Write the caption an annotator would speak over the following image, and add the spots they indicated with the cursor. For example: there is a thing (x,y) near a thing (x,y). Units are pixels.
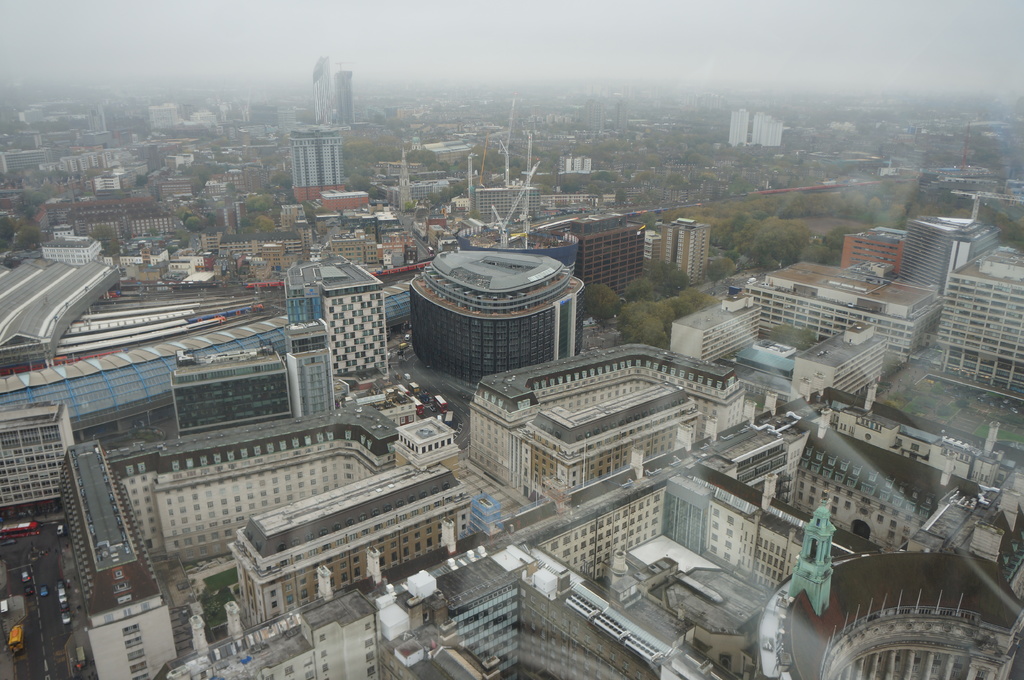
There are buildings (255,528) and vehicles (69,621) on the road (57,583) at the left (26,529). There are trees (888,217).
